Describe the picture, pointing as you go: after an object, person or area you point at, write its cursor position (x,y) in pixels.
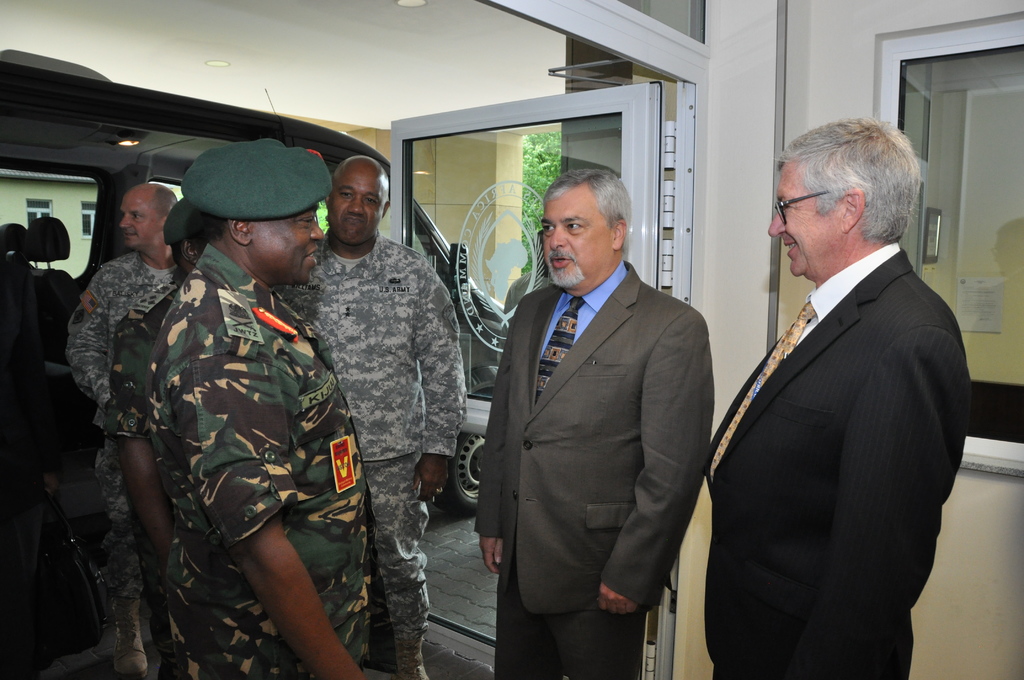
In this image there is a person (239,488) wearing a uniform (241,481) and a cap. He is standing on the floor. Before him there is a person (622,477) wearing a blazer (559,408) and tie (551,355). Right side (933,336) there is a person (910,426) wearing blazer (824,356), tie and spectacles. There are people (501,533) on the floor (480,617). Right side (750,99) there is a wall (742,129) having a door (564,143) and a window (1001,227). Left side (71,163) there is a vehicle (69,125). There are pillars (429,186) attached to the roof (304,85). Behind the pillars (496,198) there are trees (533,174).
